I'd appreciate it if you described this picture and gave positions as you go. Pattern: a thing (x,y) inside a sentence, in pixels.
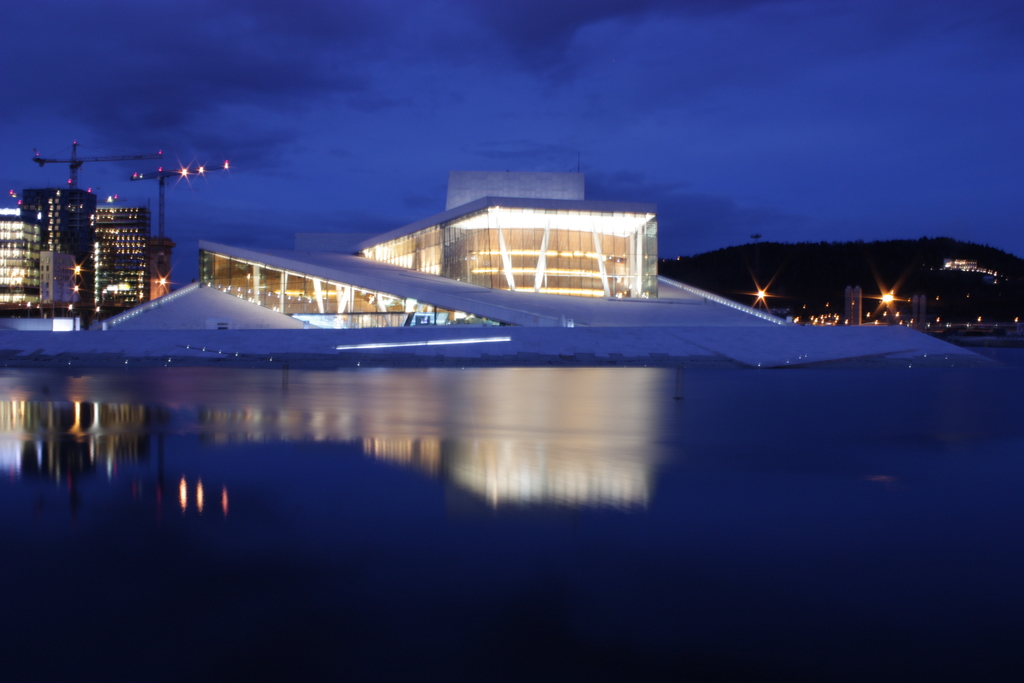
At the bottom of this image (556,487), there is water (689,465). In the background (999,285), there are buildings (76,280) which are having lighting (362,306), there is a mountain (838,293) and there are clouds (366,90) in the sky (320,54).
